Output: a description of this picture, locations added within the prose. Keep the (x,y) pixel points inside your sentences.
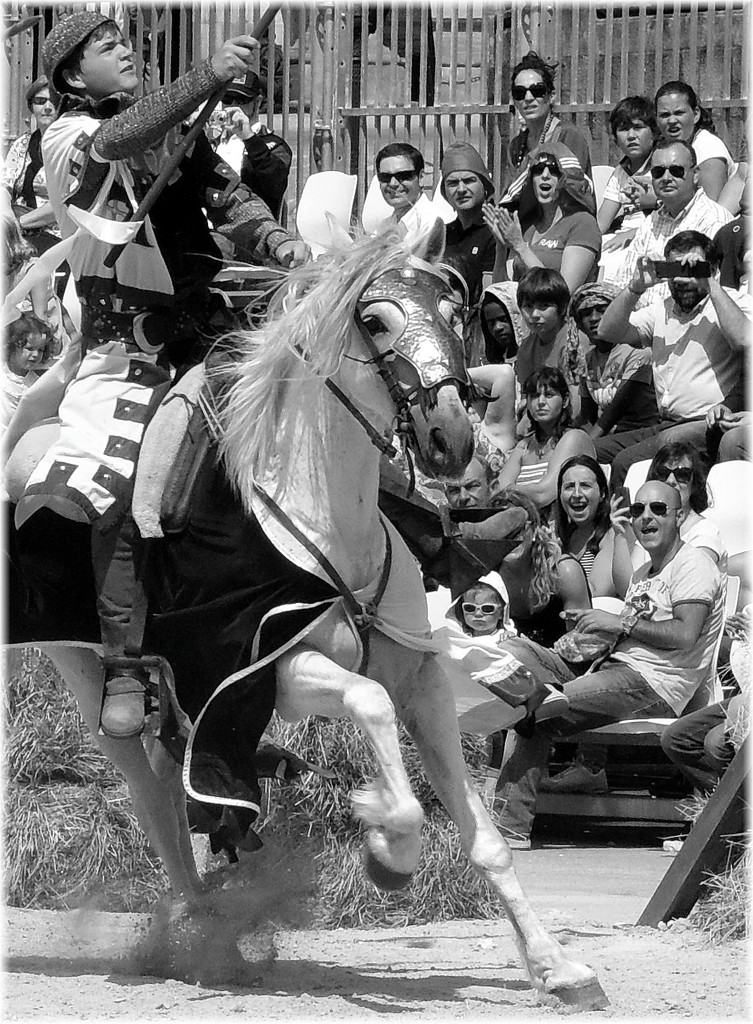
The person (209,295) sitting on a horse (246,357) is holding a rod (215,95) and there are audience (575,319) sitting beside him.
